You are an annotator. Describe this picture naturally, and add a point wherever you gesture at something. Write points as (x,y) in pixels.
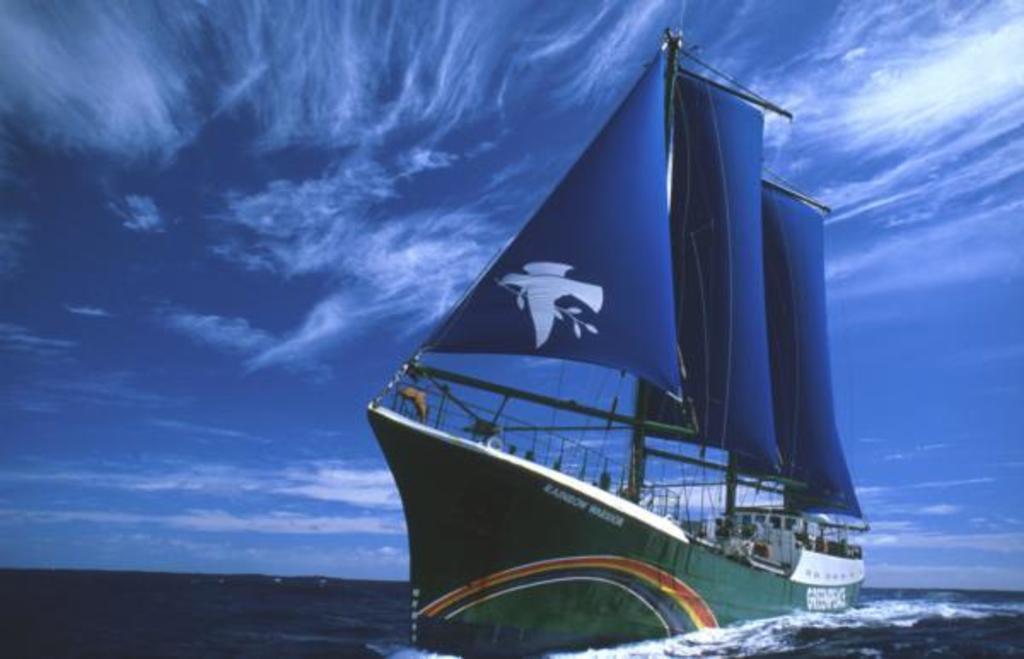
In this image, we can see a ship (555,617) on the water (763,646), at the top (97,214) there is a blue sky (333,104).
